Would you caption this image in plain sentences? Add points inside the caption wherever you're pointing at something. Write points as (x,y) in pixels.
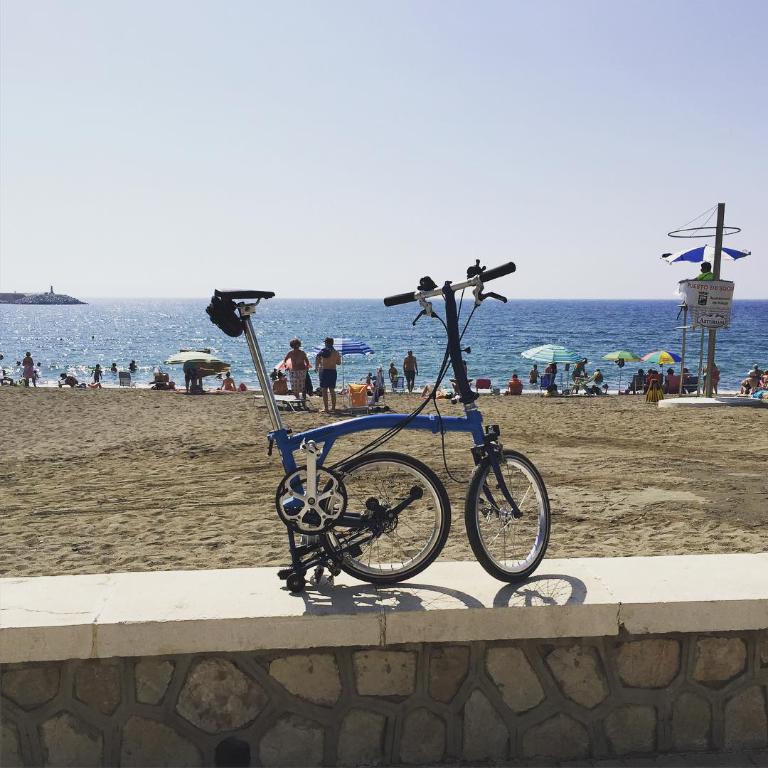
In this picture I can see bicycle (376,526) in the foreground (381,551). I can see sand (162,490). I can see few people (536,388) on side of a beach (159,427). I can see water (567,327). I can see clear sky (472,127).
